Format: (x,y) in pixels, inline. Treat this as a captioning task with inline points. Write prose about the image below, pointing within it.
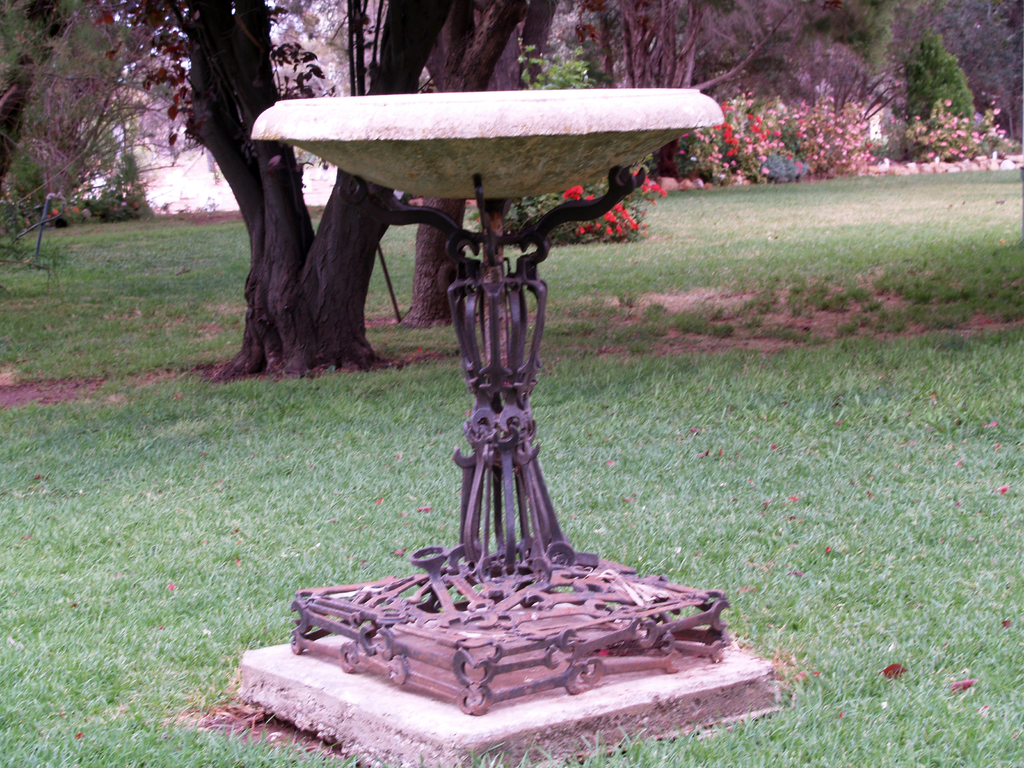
In this picture I can observe a fountain (465,312) placed on the ground (127,492). There is some grass (98,484) on the ground (413,481). In the background (344,305) there are trees (64,138), plants (737,99) and some flowers (723,124) to these plants (756,128).
